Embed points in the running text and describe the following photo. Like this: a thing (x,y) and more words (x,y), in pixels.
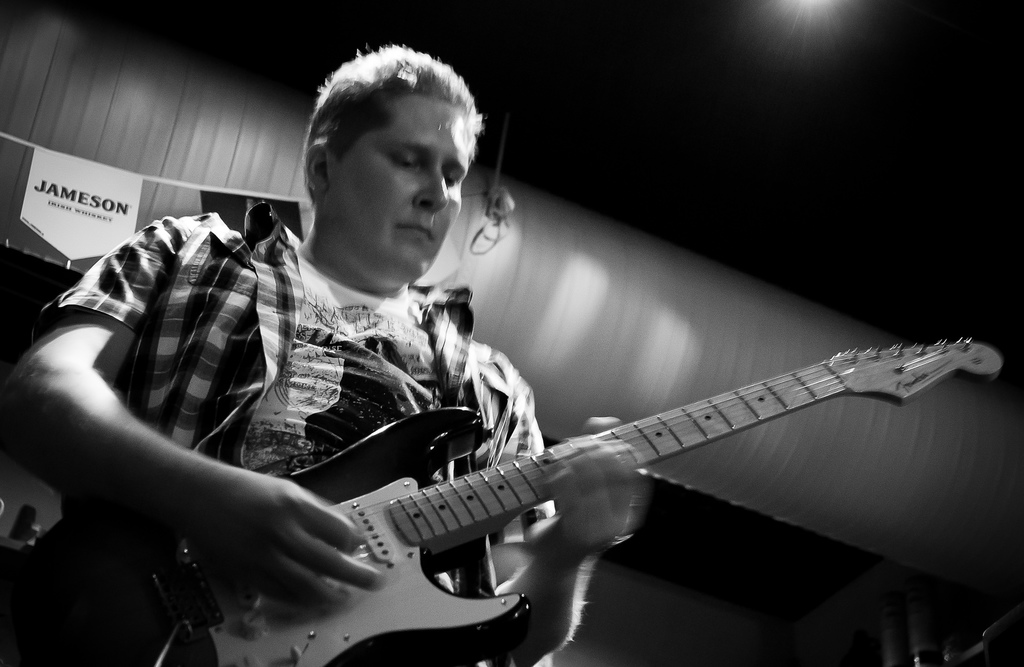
In this image I can see a man (456,341) is holding a guitar (301,664). I can also see he is wearing a shirt (285,351).
